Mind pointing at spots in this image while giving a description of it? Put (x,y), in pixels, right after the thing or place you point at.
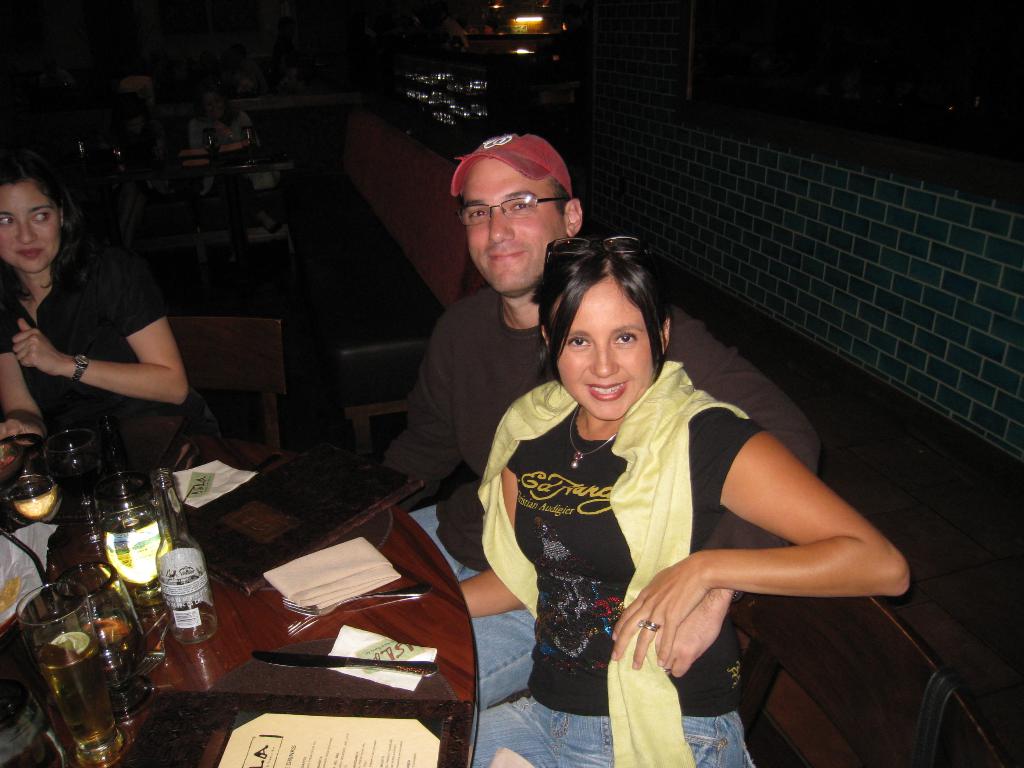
It is a restaurant (302,353), three people (577,669) are sitting around the table (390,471) two are women (535,405) and one man (515,385), there are glasses (109,521), bottles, a menu card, tissues (335,564), fork (331,610) and knife (368,664) on the table (398,528), behind these people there are another people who are sitting around, in the background (634,61) we can see a brick wall (643,173) blue color beside that wall (616,65) there are some glasses (468,91) and lights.
